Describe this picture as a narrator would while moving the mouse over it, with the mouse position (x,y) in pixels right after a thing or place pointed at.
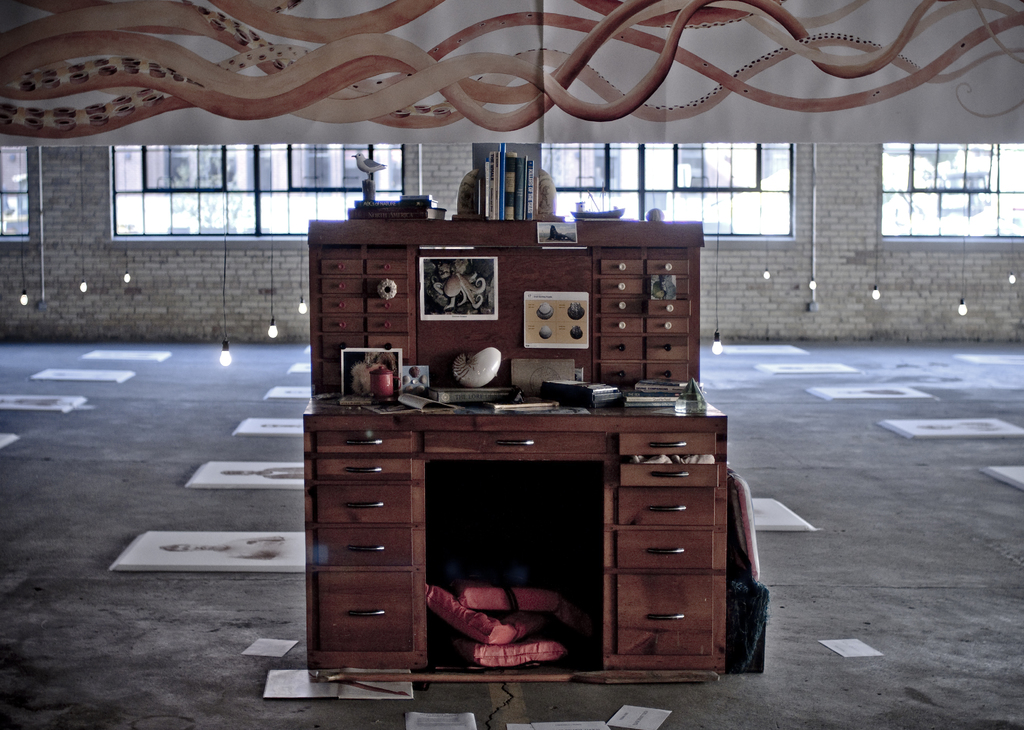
In the middle of the picture (438,459), we see the drawer chest cabinet (448,472) on which papers (405,403), photo frames (392,367) and some other items (575,388) are placed. Behind that, we see some posters (558,325) pasted on it. On top of it, we see many books (498,181) are placed. At the bottom (213,639), we see the floor (255,664) and we see some objects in red color are placed in the drawer (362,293). Behind that, we see the bulbs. In the background (249,240), we see a wall (784,261) and windows (307,197). At the top (179,126), we see a white sheet (535,88) or a banner (317,32).
